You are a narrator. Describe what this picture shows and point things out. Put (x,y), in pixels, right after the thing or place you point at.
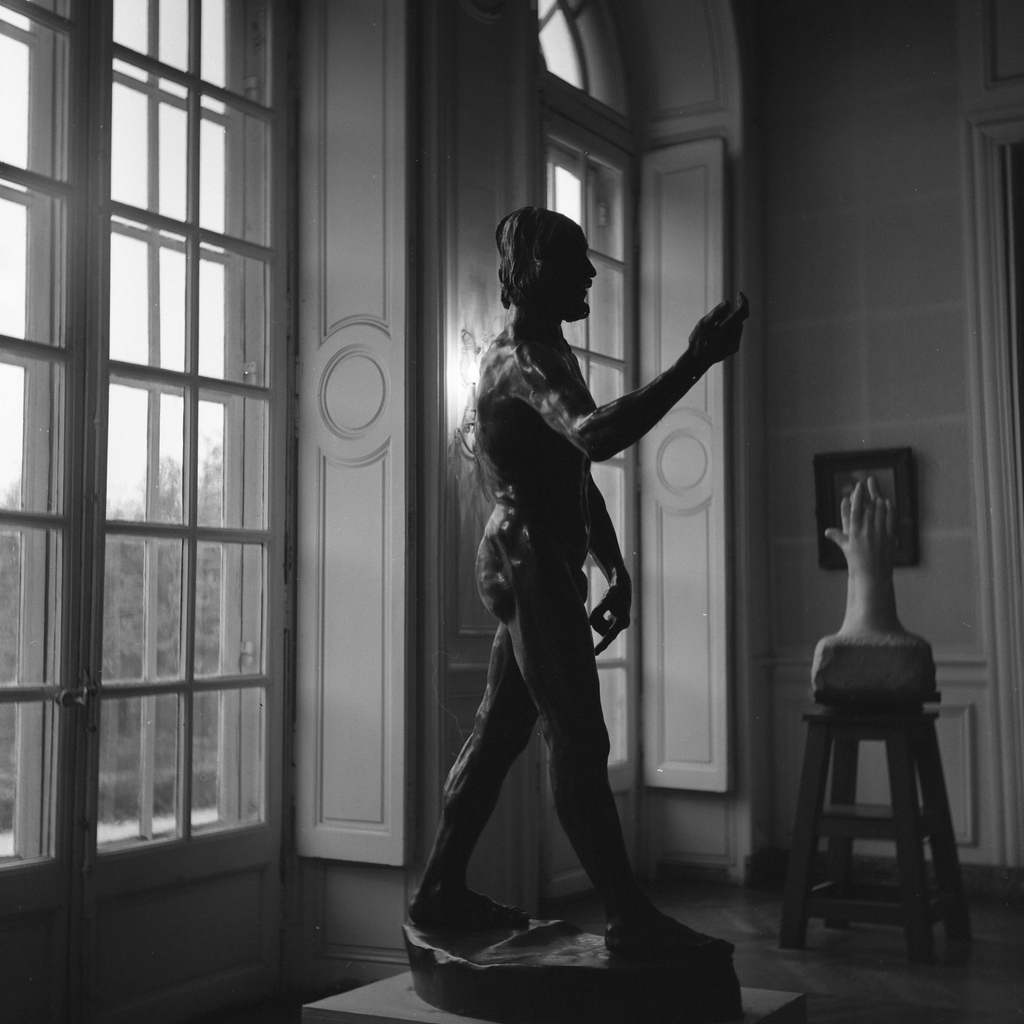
This image consist of a statue (554,582) which is in the center (549,579). On the left side (268,461) there is a door (164,607) and on the right side (853,658) there is a statue (874,677) on the stool (871,737). On the wall (863,420) there is a frame (882,472). Outside of the door (150,604) there are trees (135,575) and the sky (137,253) is cloudy.
